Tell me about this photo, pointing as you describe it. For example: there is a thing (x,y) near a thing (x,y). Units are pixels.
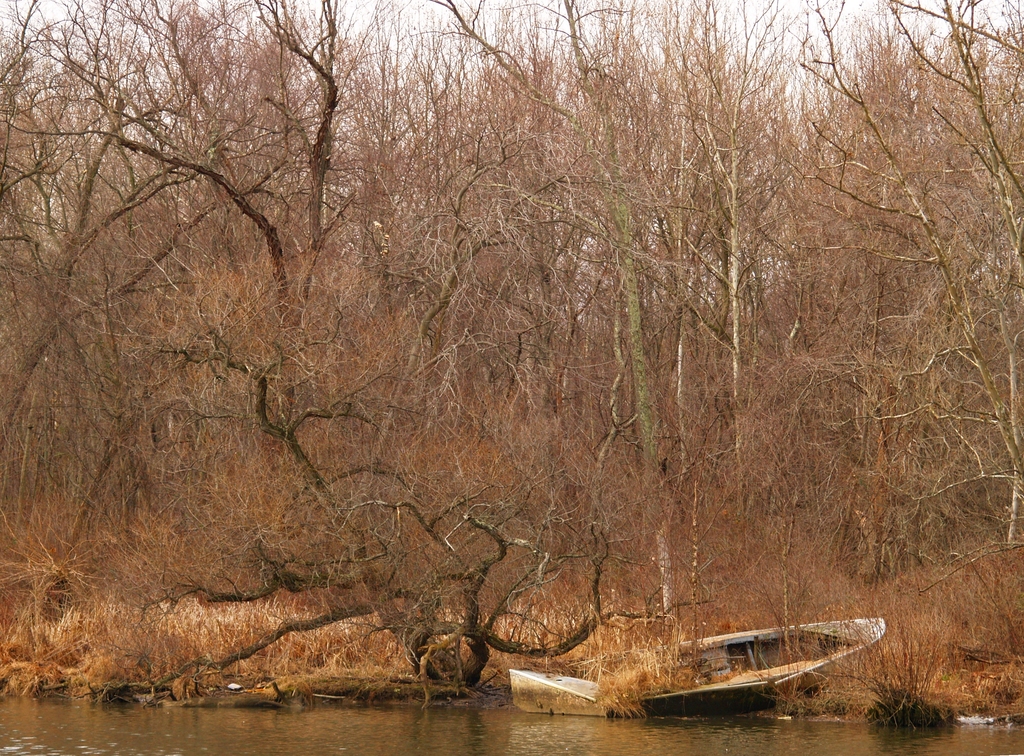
In this picture there is a boat (860,627) near to the water (509,735). In the background (687,267) I can see the trees (485,293). At the top (373,9) there is a sky (363,17). At the bottom (56,710) I can see the water flow (169,720).
